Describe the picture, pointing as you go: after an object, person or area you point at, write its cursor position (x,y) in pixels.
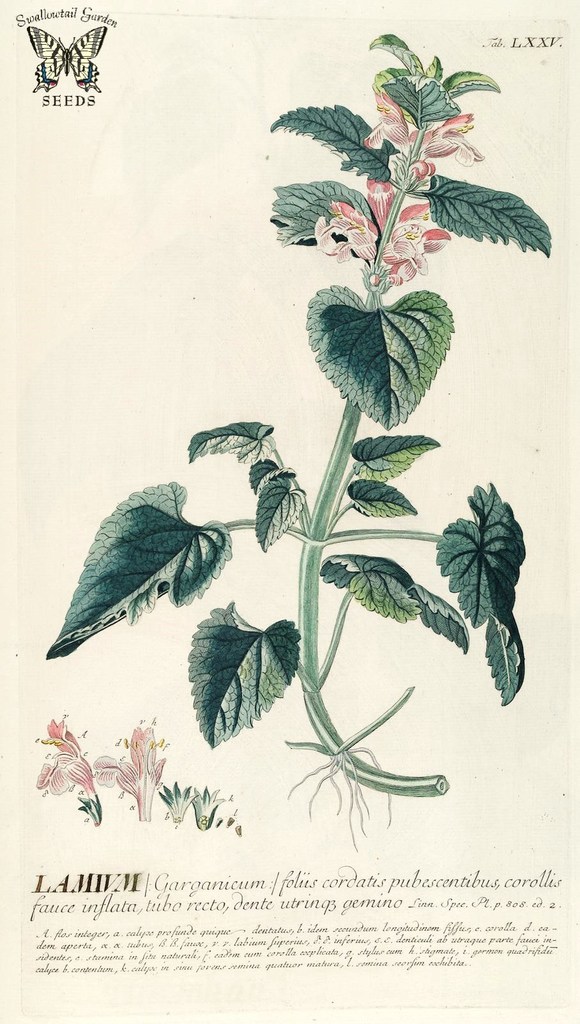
In this image we can see a poster (273,510). In this image we can see pictures (180,515) and text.
